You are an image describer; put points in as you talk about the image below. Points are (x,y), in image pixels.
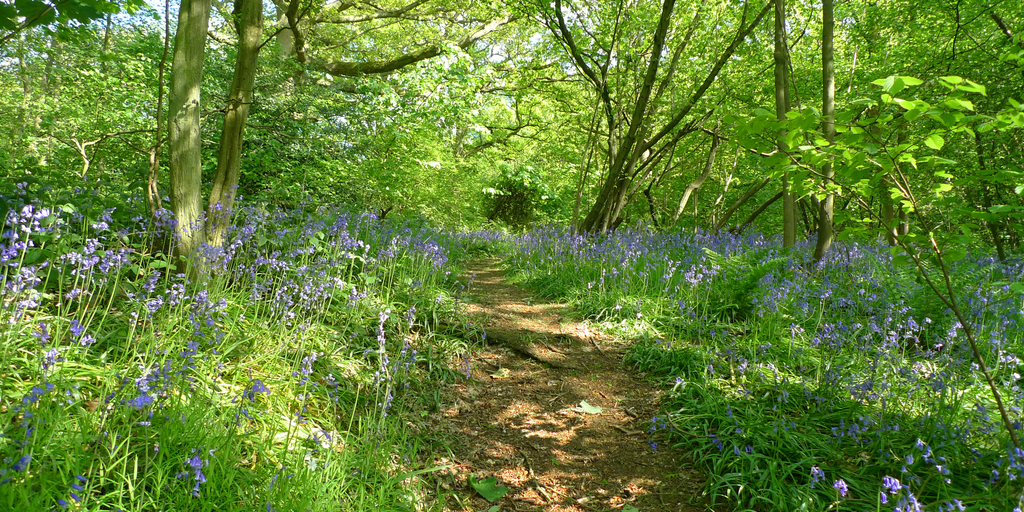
In this image there are trees (607,226), there are flowers (690,273), there are plants (912,288).
